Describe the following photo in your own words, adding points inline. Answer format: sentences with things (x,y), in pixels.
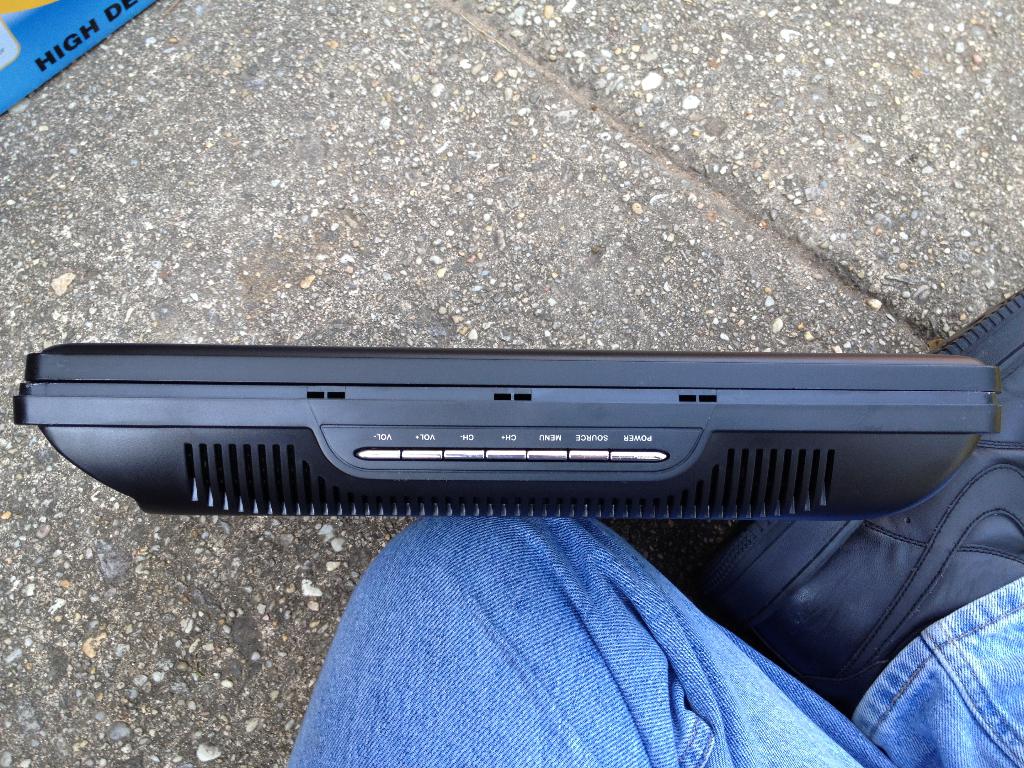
In this picture I can see a black color thing (455,381) in front (340,469), on which there are buttons (419,454) and I see something is written. On the bottom side of this picture (462,555) I can see a person's legs (304,728) who is wearing blue jeans (633,623) and black shoes (759,557) and I can see the path (124,275). On the top left corner of this picture (44,65) I can see something is written on a blue color thing (52,52).
